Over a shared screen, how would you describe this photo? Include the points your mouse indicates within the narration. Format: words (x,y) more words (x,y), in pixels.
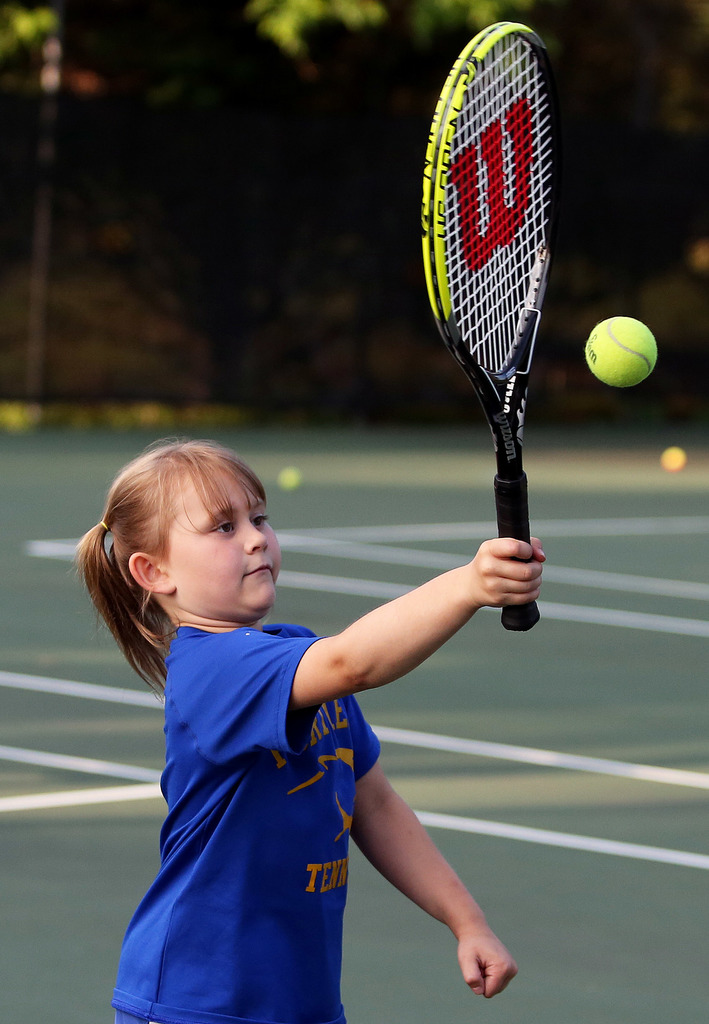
This image consists of a girl (253,733) wearing blue T-shirt (293,716) and holding a tennis racket (523,405). She is about to hit the ball (620,357). At the bottom (592,851), there is tennis court (468,729). In the background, there are trees (183,81).
